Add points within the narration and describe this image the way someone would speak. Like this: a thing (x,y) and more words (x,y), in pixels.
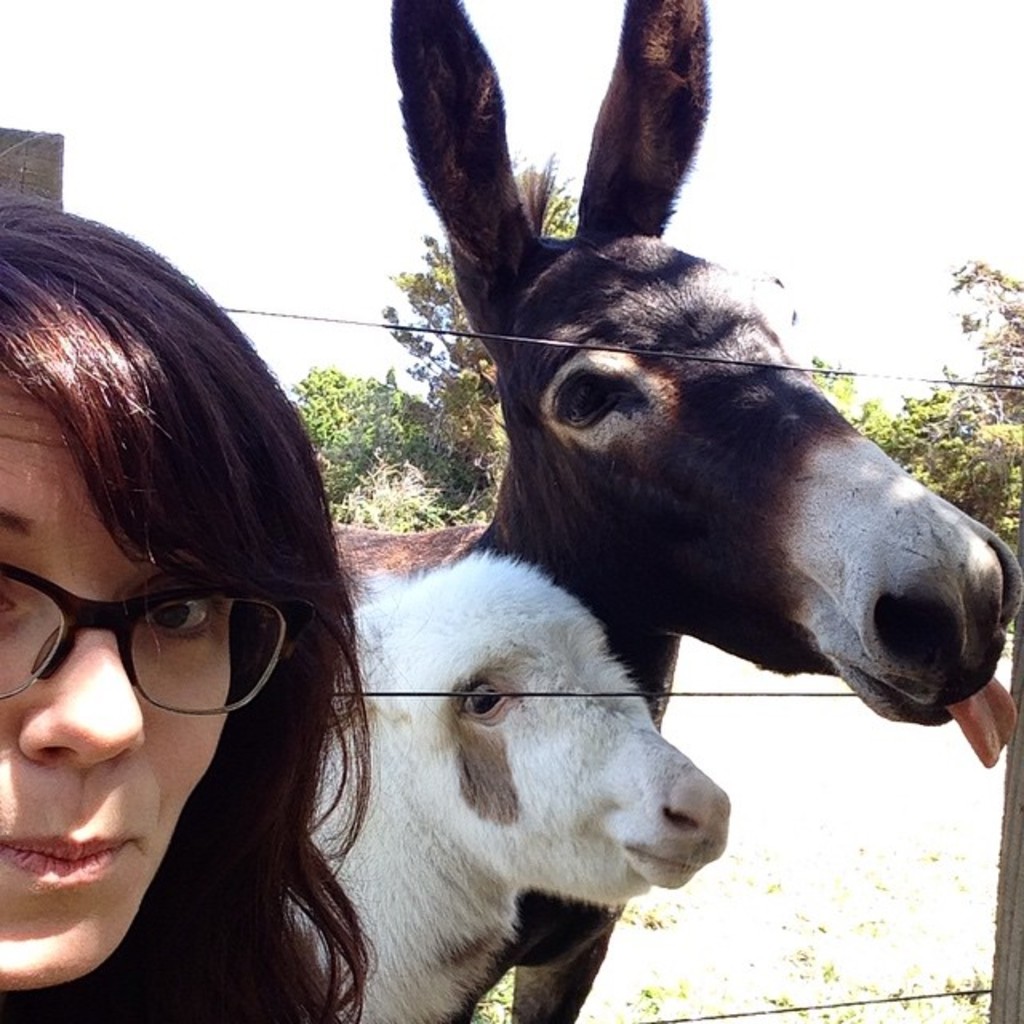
In this image in front (35,693) there is a person (139,711). There are two donkeys (530,586) standing in front of the wooden fence (997,967). In the background of the image (917,439) there are trees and sky (259,141).
